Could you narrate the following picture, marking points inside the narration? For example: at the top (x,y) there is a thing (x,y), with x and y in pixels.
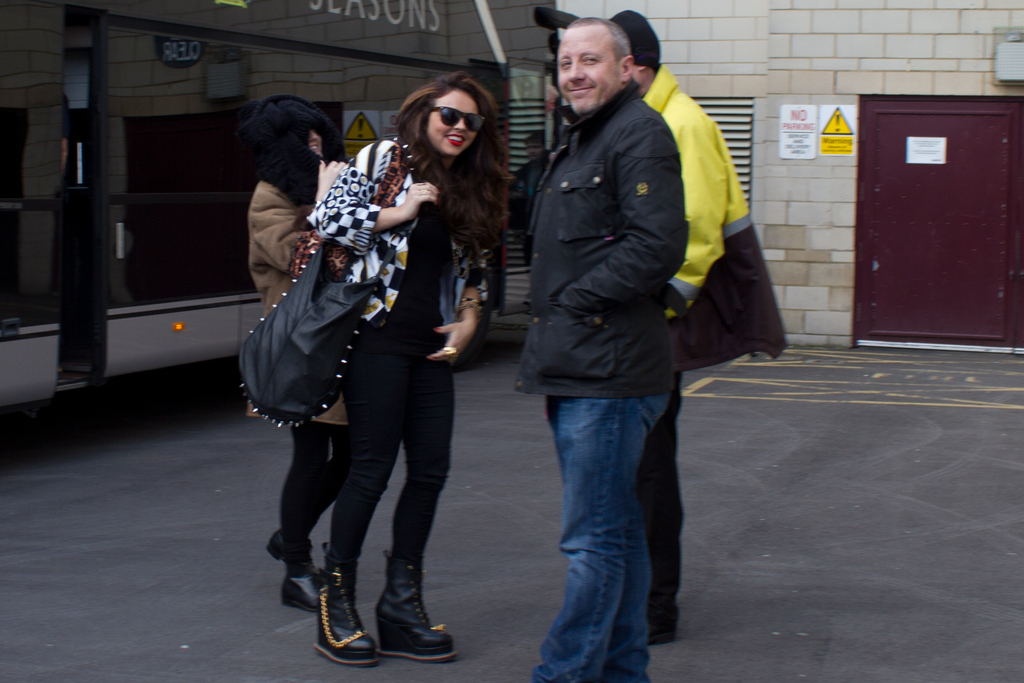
In the image we can see there are people (368,259) standing on the road (730,595) and the men (652,297) are wearing jackets (598,323). Behind there is a door (995,261) and there are warning symbol paper (834,129) pasted on the wall (818,130). There is a vehicle (104,266) standing at the back (142,269).
